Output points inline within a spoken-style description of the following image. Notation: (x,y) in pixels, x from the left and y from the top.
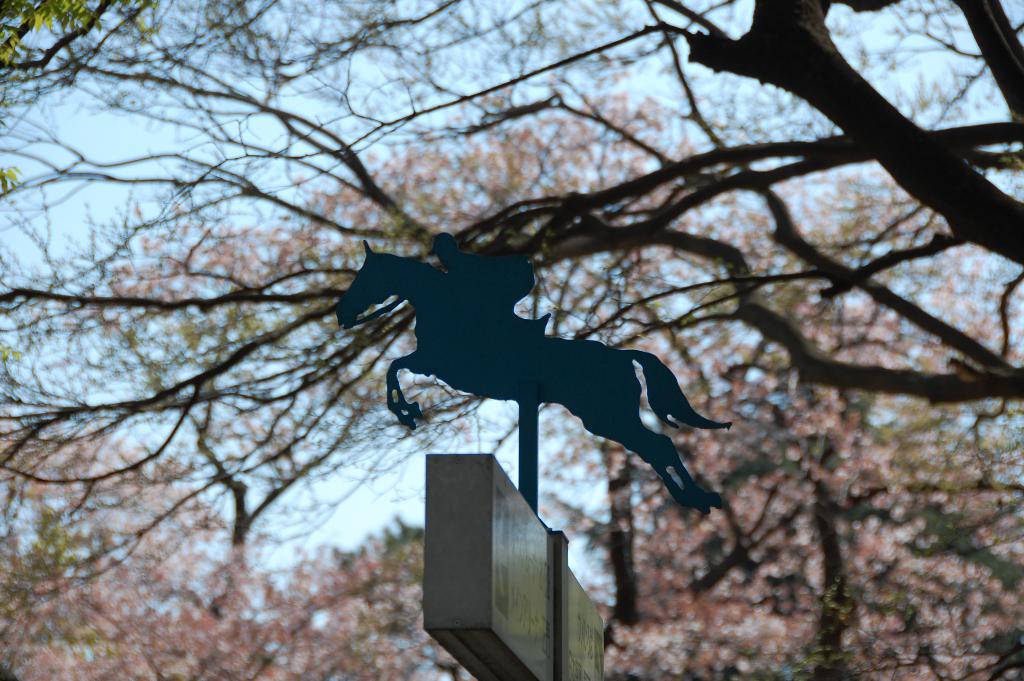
In this picture we can see a board (429,583), pole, trees (604,569), logo (404,276) of a person (464,289) riding a horse (459,337) and in the background (673,65) we can see the sky (456,80).
